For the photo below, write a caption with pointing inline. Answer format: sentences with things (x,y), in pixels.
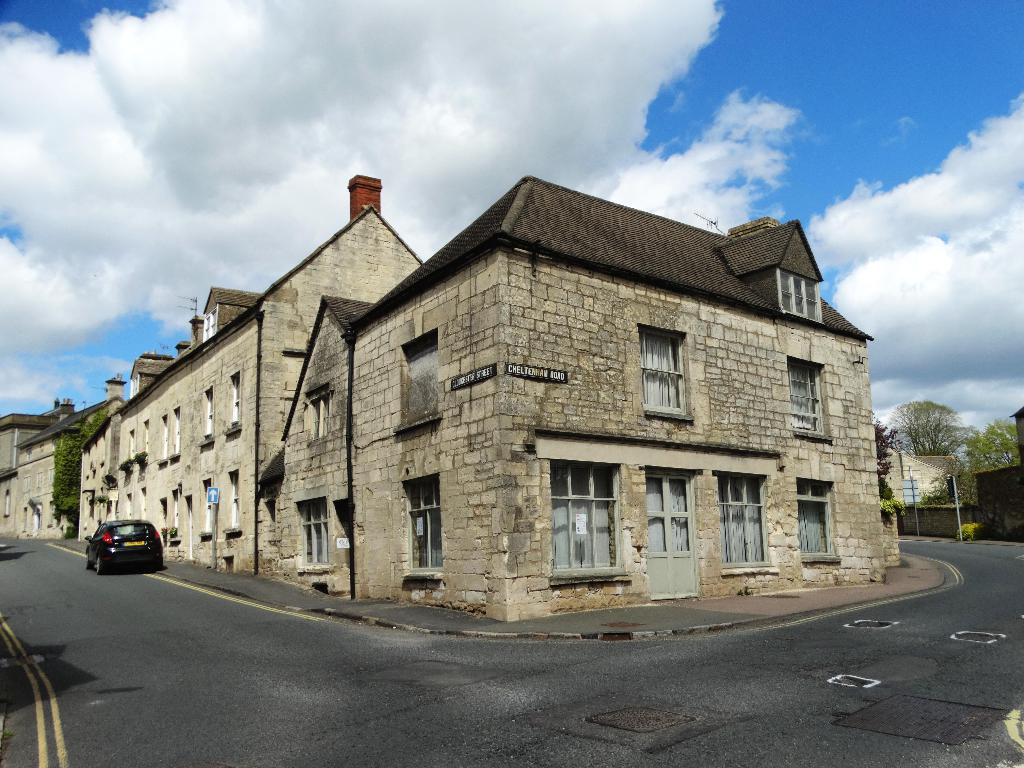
This is an outside view. Here I can see some buildings (393,477) and trees (884,474). At the bottom of the image (459,712) there is a road (226,700) and I can see a black color car (116,541). On the top of the image (811,68) I can see the sky (826,39) and clouds (432,45).
